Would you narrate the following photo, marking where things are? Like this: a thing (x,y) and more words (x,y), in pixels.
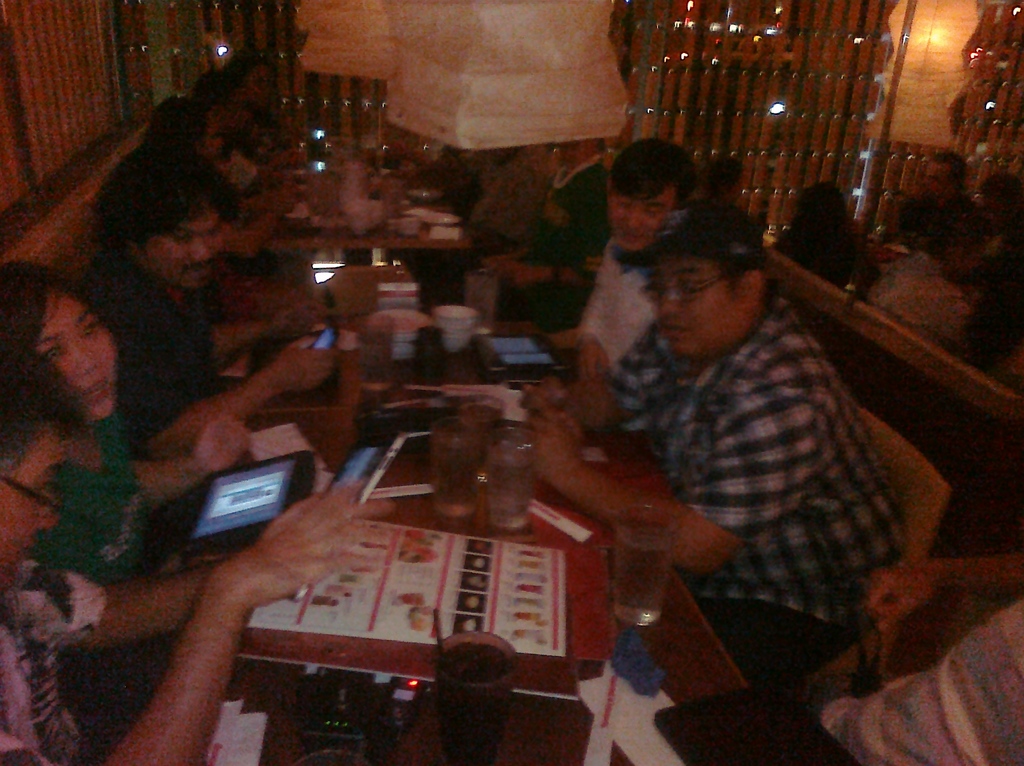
In the picture I can see people (210,386) are sitting in front of tables (402,457). On tables (409,497) I can see glasses (457,647) and some other objects (335,574). In the background (490,123) I can see lights (556,128) and some other objects (421,207).
